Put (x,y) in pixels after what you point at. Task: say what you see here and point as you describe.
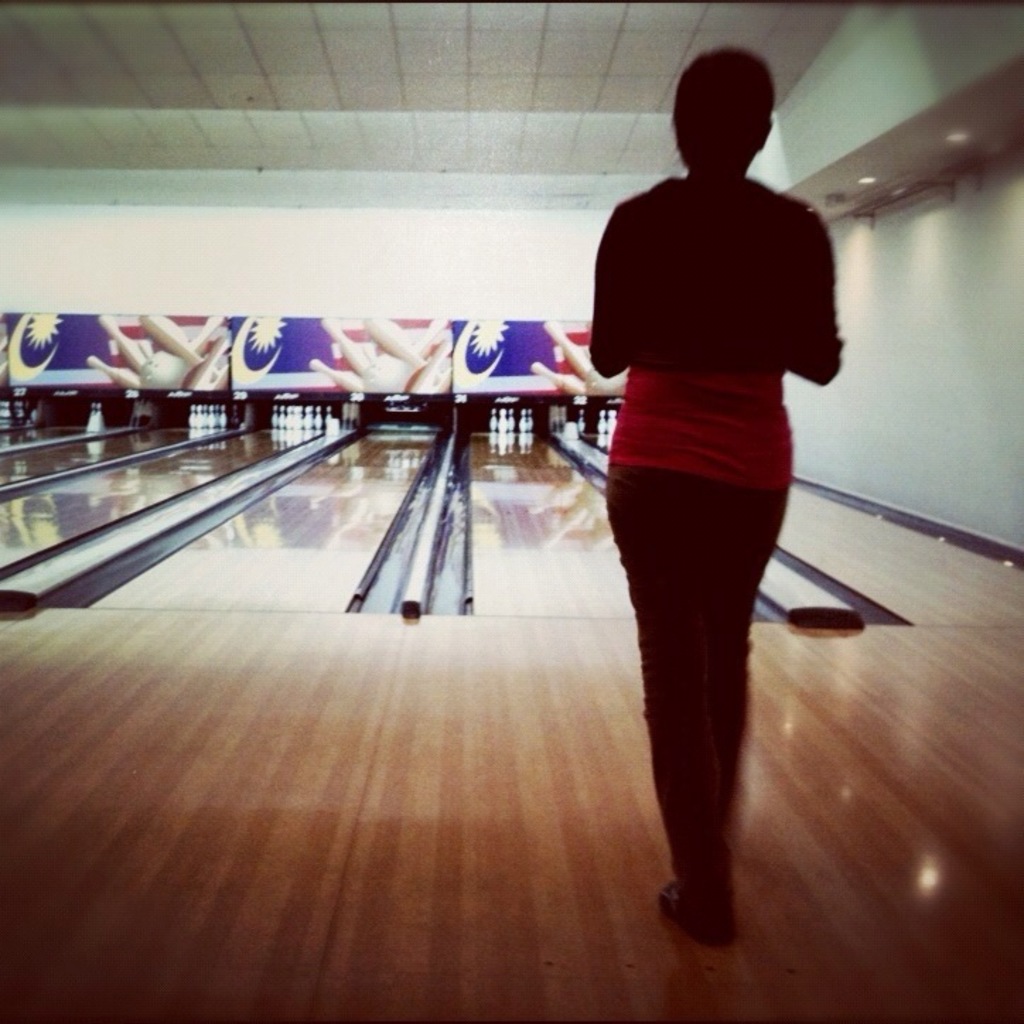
There is a person (744,667) walking, we can see bowling area (361,504) and boards (415,342). Right side of the image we can see lights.
